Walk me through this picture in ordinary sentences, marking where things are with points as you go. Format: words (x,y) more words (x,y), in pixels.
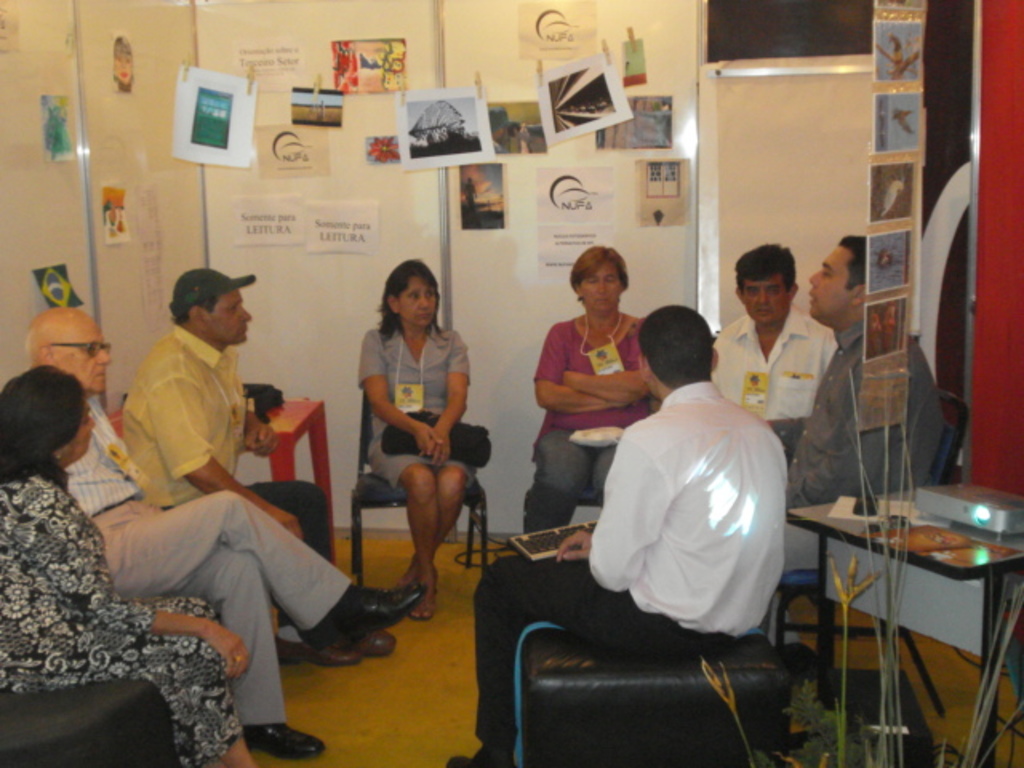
In this image there are a few people (110,492) sitting in chairs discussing with each other, behind them there are posters (411,156) attached to the wall (657,306).
